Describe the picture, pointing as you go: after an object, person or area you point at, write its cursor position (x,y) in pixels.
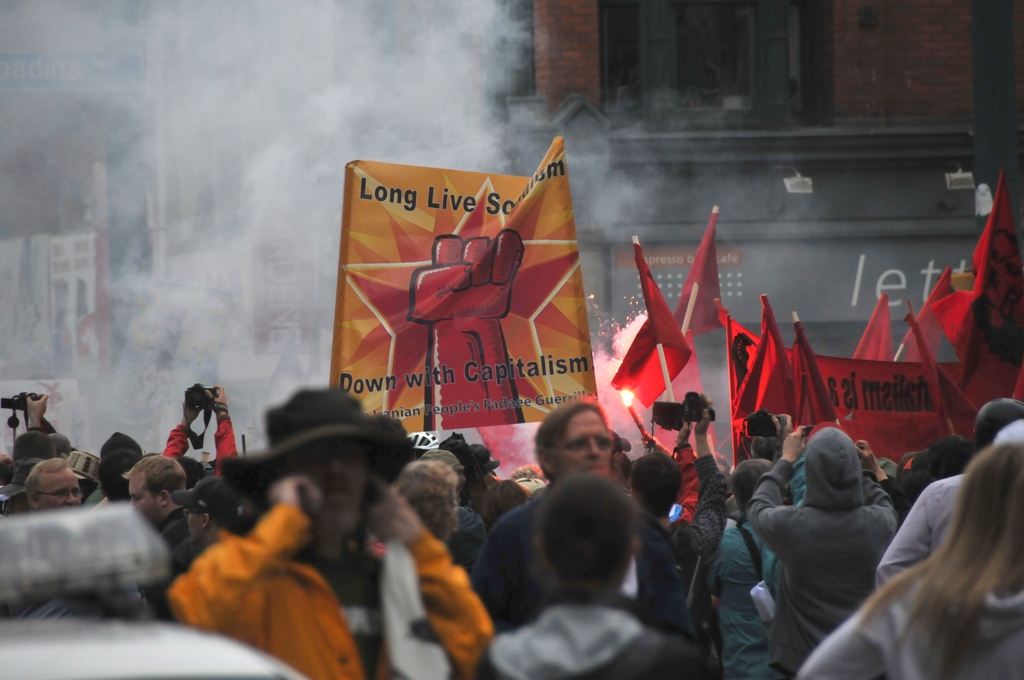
This image is taken outdoors. At the bottom of the image (296,584) there are many people (210,528) standing on the road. A few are holding flags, a few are holding banners (475,294) with text (481,376) on them and a few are holding cameras (207,390) in their hands (35,404). In the background (824,229) there are a few buildings (680,276) and there is smoke (297,138) in the middle of the image (681,229).
